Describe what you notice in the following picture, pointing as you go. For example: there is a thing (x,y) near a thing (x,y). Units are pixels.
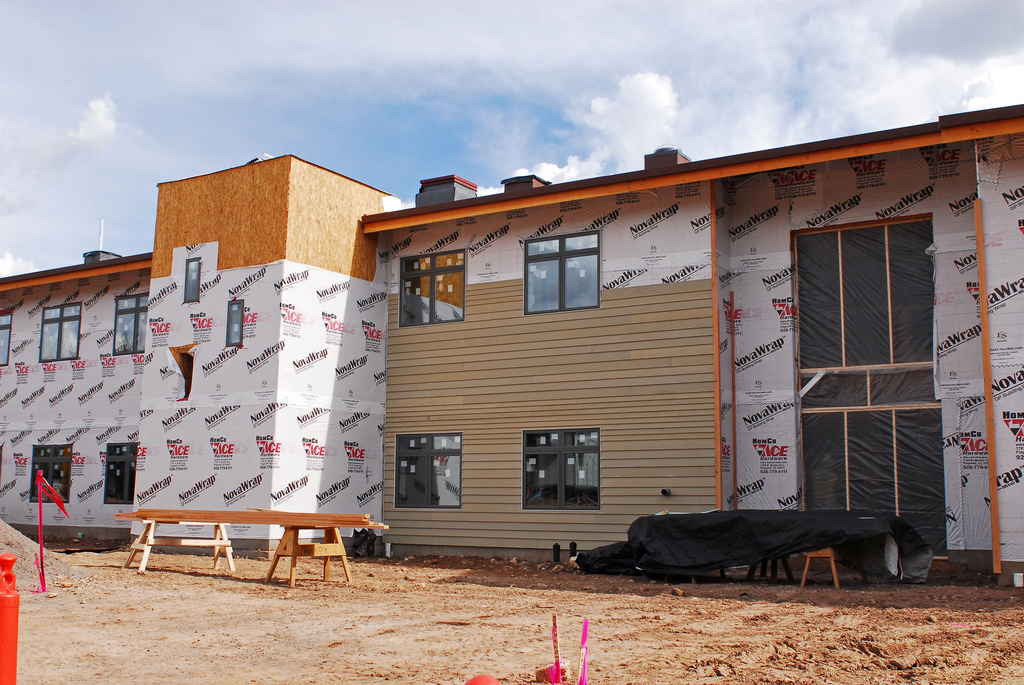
In this picture we can see the building (502,461). In front of the building (679,466) we can see the benches (763,555) and wooden sticks (296,519). At the top (600,69) can see sky (536,64) and clouds (536,64). On the building (546,239) we can see the windows (453,457).
